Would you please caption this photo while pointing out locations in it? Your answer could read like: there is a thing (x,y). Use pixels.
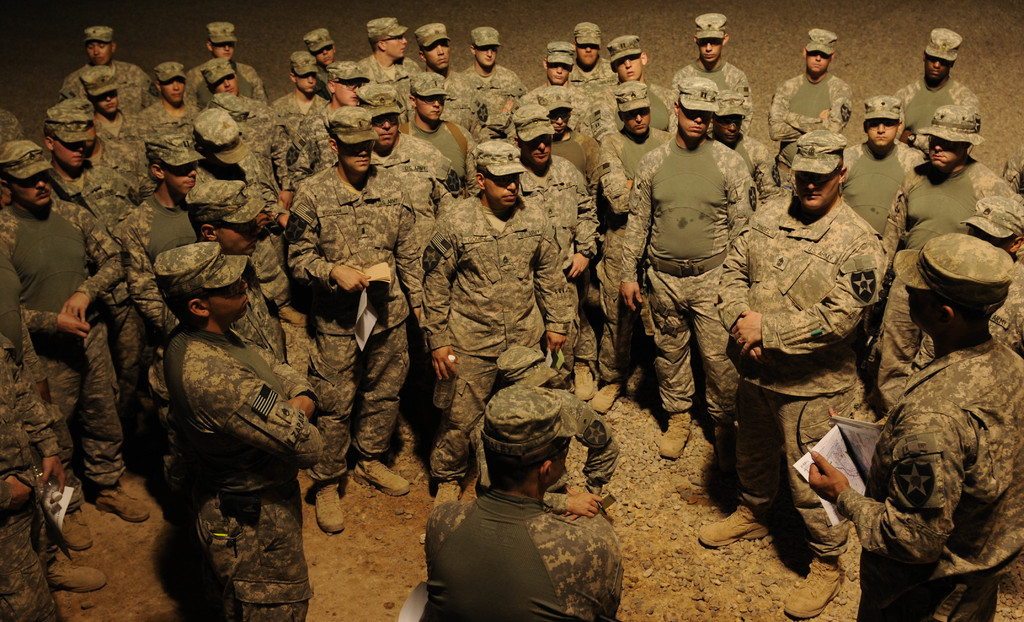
In this image there are many people (585,292) standing on the ground (360,559). Some of them are holding papers (862,459) in their hands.
